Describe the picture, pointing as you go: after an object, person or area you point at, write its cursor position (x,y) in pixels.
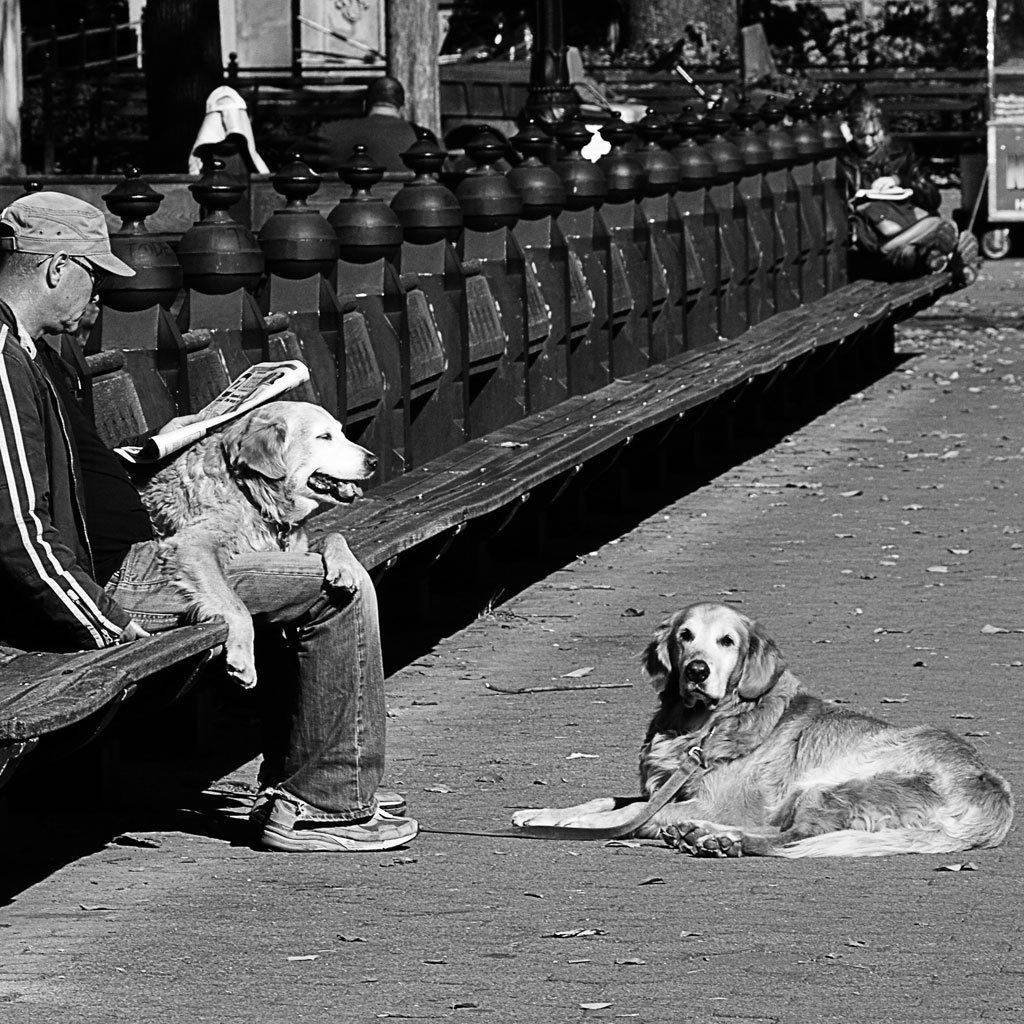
In this image, we can see few peoples (61,543) are there. Left side (54,531) person (105,533) is holding a dog (173,487) on his lap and he hold paper (221,414). Right side (891,812), we can see a dog (776,791) and belt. A woman (887,157) is there at the top corner (891,157). Here we can see some pole (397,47), trunk (730,39). Here box (1000,164).
